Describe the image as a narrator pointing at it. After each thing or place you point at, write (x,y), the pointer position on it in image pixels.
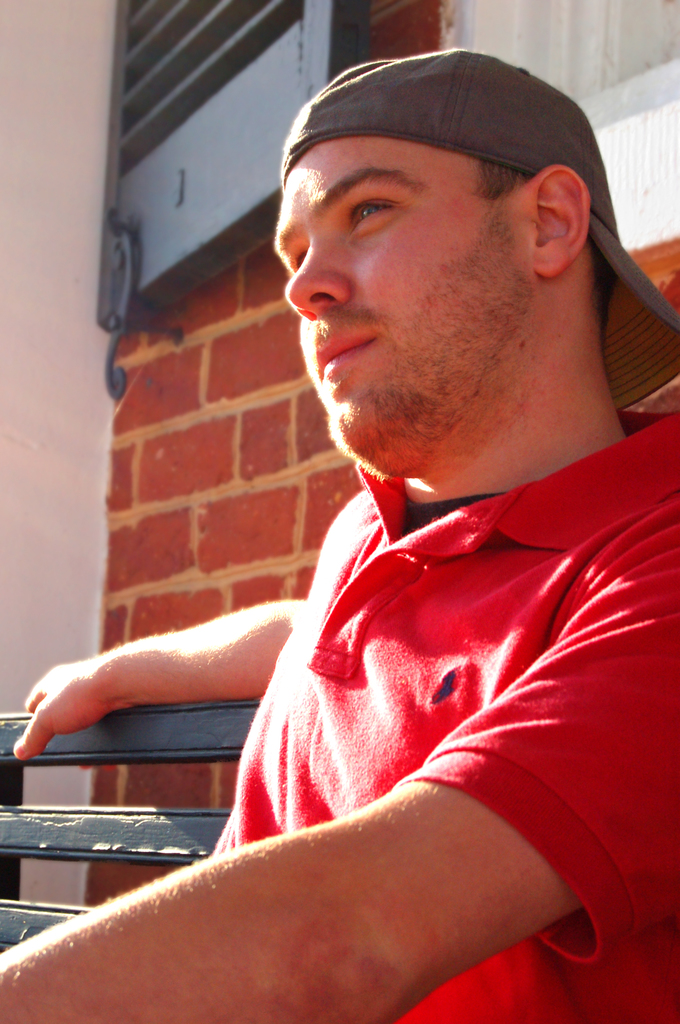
In this picture there is a boy (14,986) who is sitting on the bench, on the right side of the image (523,652) and there is a window (325,55) at the top side of the image (357,38).
